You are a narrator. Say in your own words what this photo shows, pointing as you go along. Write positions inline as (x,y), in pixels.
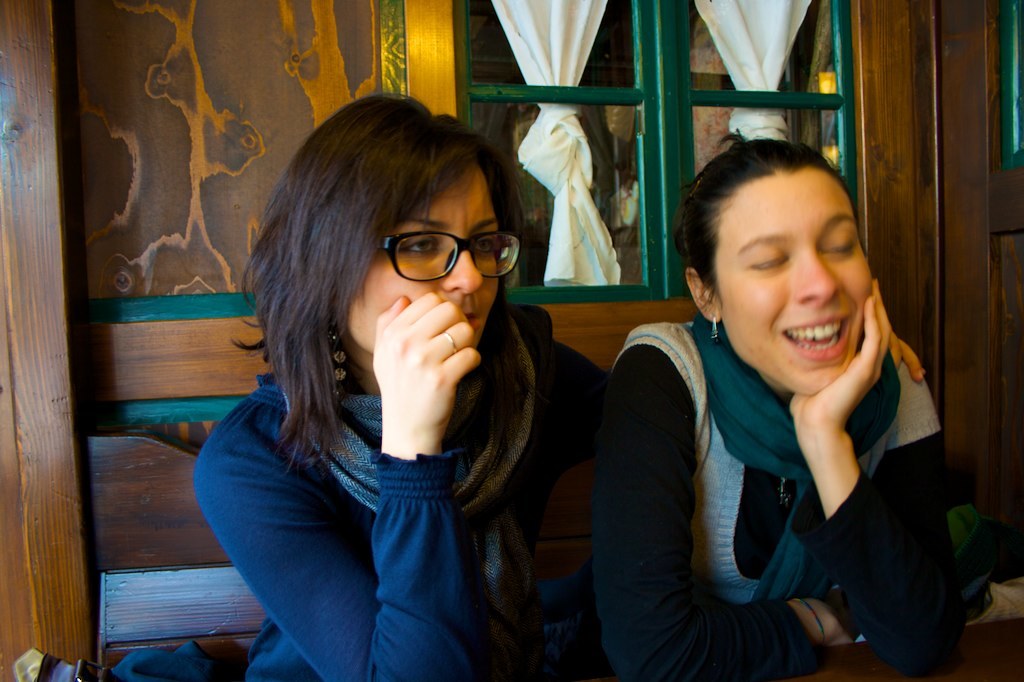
In this image there are two women (349,530) sitting on the bench (191,572) on the bottom of this image (728,469) and there is a wall (287,126) in the background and there is a window (643,179) on the top of this image (555,22) and there are some white colored curtains (562,60).
